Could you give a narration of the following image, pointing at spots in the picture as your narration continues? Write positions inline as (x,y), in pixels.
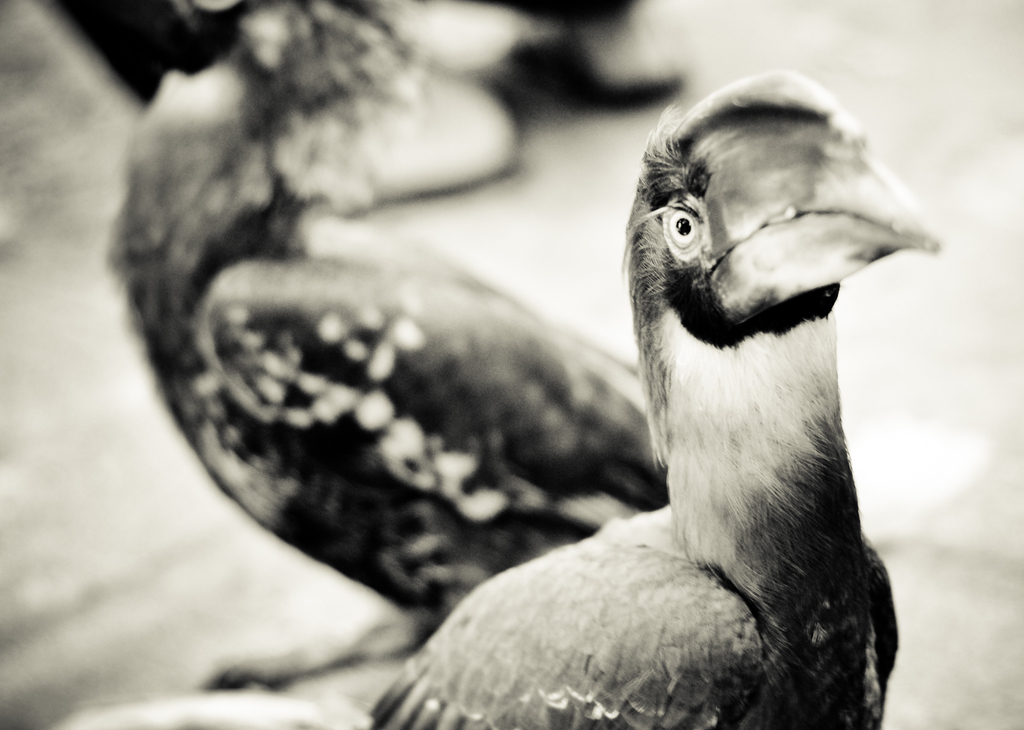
In this image we can see birds (572,443). This is a black and white image.
